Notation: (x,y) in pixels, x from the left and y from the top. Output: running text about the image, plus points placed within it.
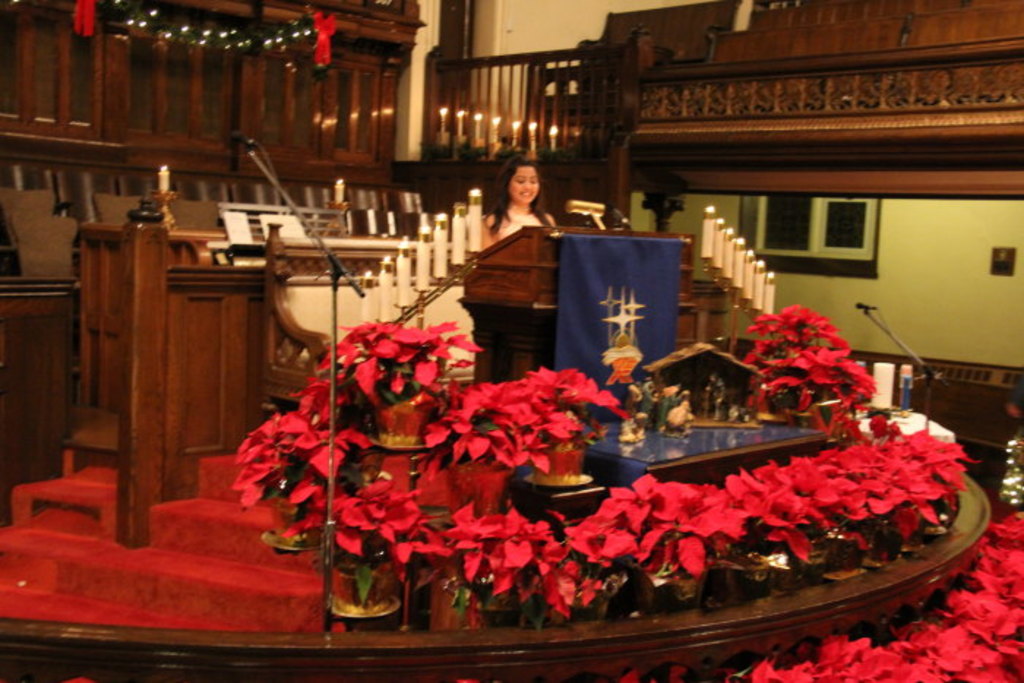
This picture is clicked inside the hall (152,565). In the foreground (466,560) we can see the flowers (777,464), toys (684,412) and we can see a microphone (860,305) attached to the metal stand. In the center (525,241) we can see a person (522,200) smiling and seems to be standing and we can see the candles (884,400), a microphone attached to the stand (335,320) and some wooden objects (224,296) and we can see the stairs (203,502). In the background (271,76) we can see the wall (926,240), railing (534,100), decoration lights (274,32), burning candles (479,137) and some other objects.
